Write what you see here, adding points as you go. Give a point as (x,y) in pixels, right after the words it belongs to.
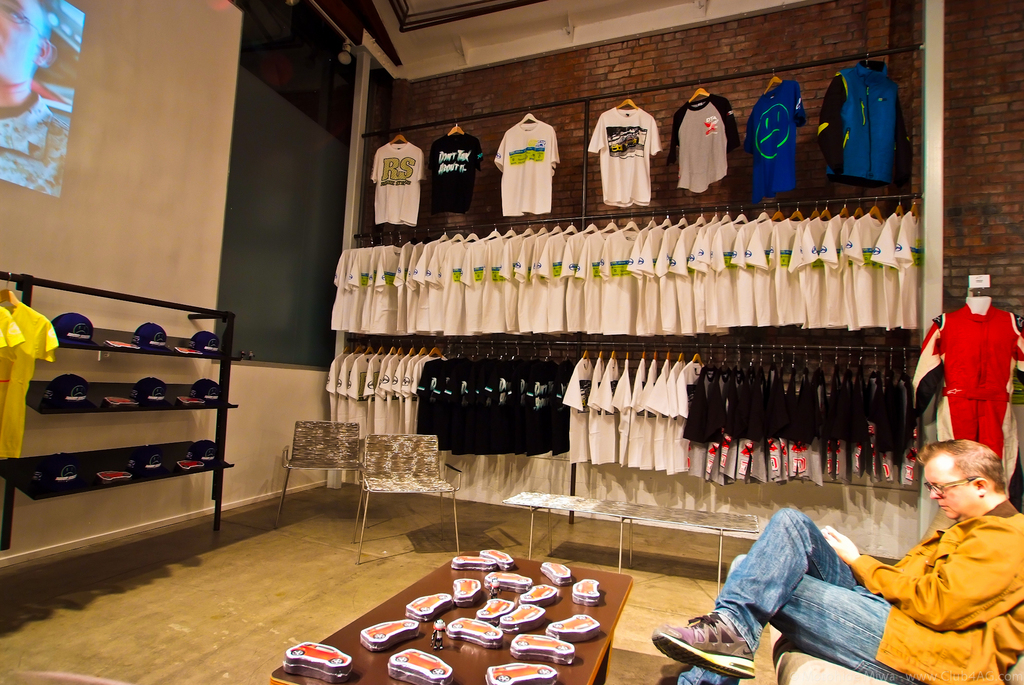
In image I can see a man (896,628) is sitting. Here I can see a table (451,651) which are some objects (478,623) on it. In the background (437,306) I can see clothes (567,314), a shelf (168,473) which has some objects (211,346) on it. Here I can see a mannequin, wall (188,212) and chairs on the floor (377,508).
